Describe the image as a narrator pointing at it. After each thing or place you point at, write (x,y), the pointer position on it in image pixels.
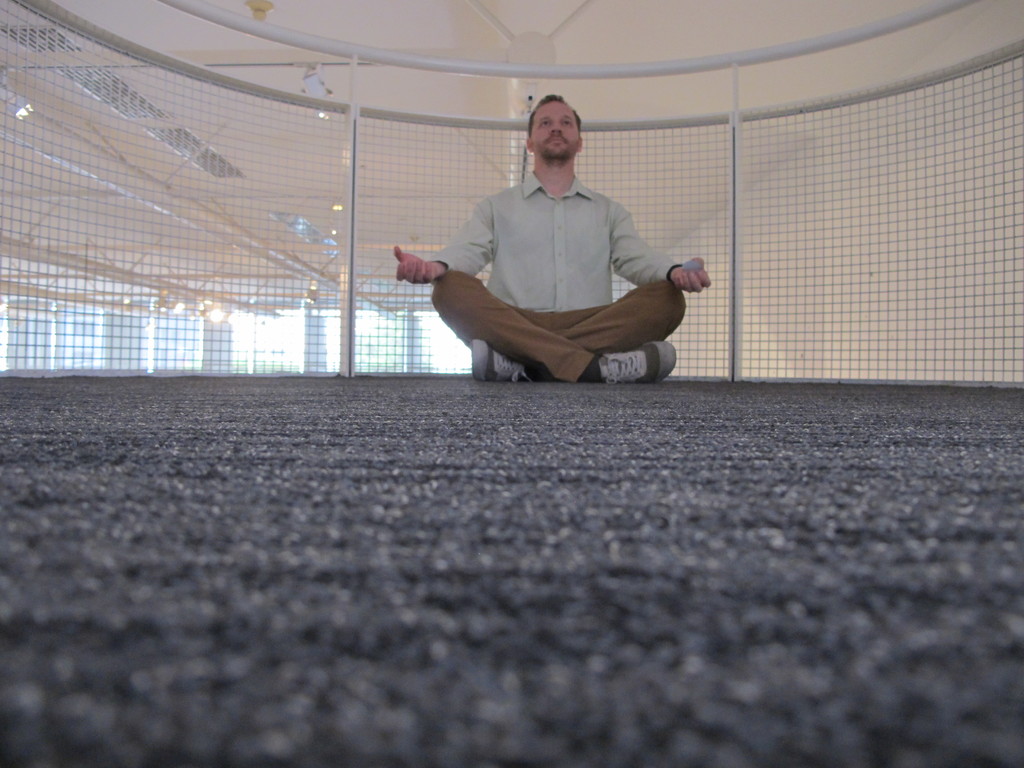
There is one man (540,351) sitting on the ground (592,397) as we can see in the middle of this image (592,258). There is a carpet (454,541) on the floor (513,561) is at the bottom of this image (520,551). There is a mesh (390,222), roof (536,61) and a wall (628,79) is in the background (756,184).
